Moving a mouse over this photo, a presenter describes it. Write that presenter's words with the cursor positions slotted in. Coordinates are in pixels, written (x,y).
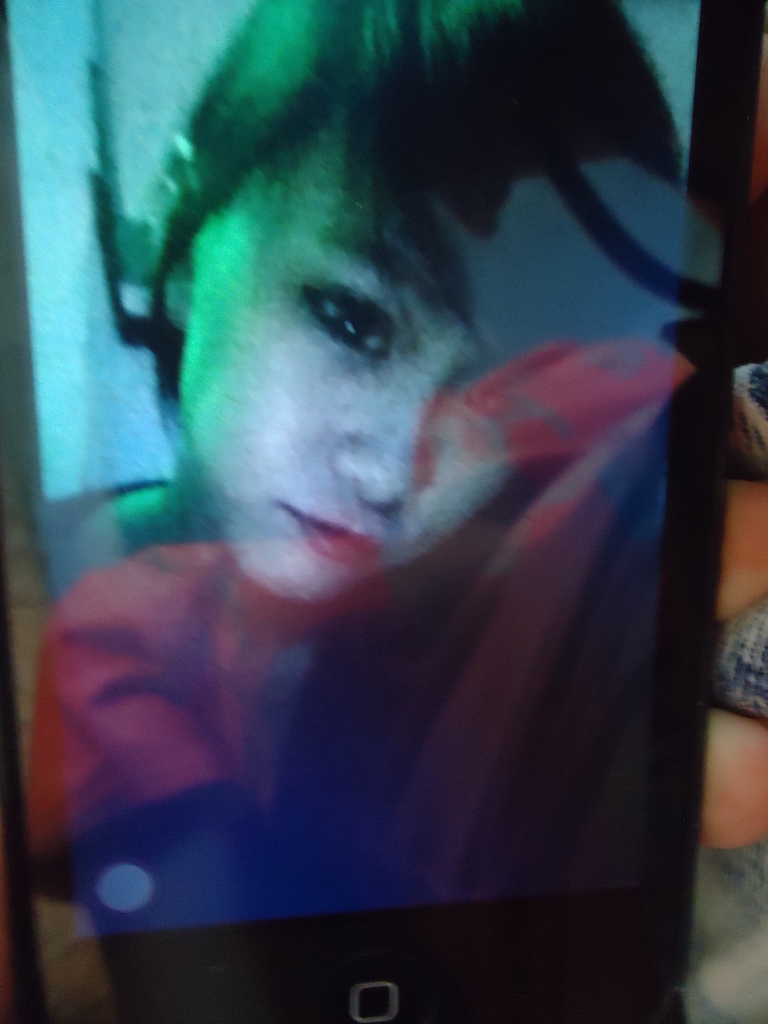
In this image we can see the picture (355,299) of a person (306,414) in the cell phone (363,493).
